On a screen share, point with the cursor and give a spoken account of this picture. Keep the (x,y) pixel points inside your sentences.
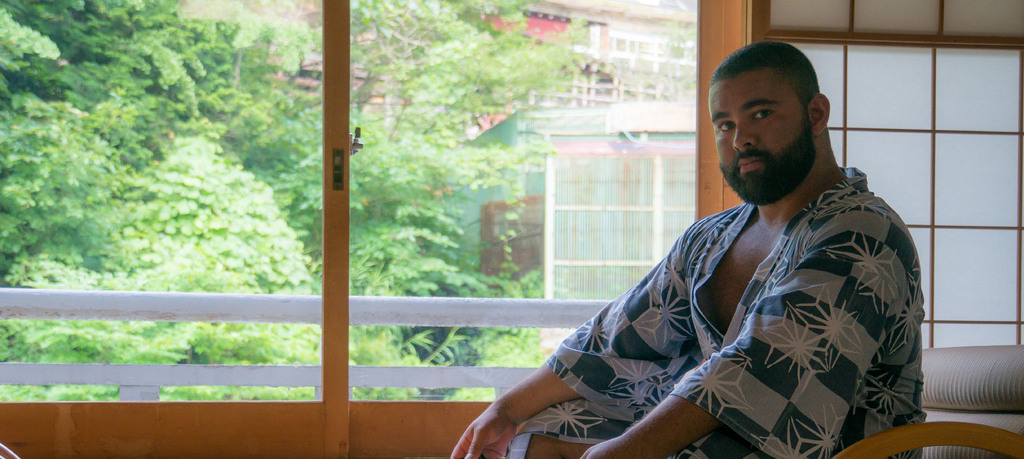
In this image I can see a person (842,288) sitting on chair (955,372). I can see a glass window (517,307), trees (448,176) and buildings (595,31).
